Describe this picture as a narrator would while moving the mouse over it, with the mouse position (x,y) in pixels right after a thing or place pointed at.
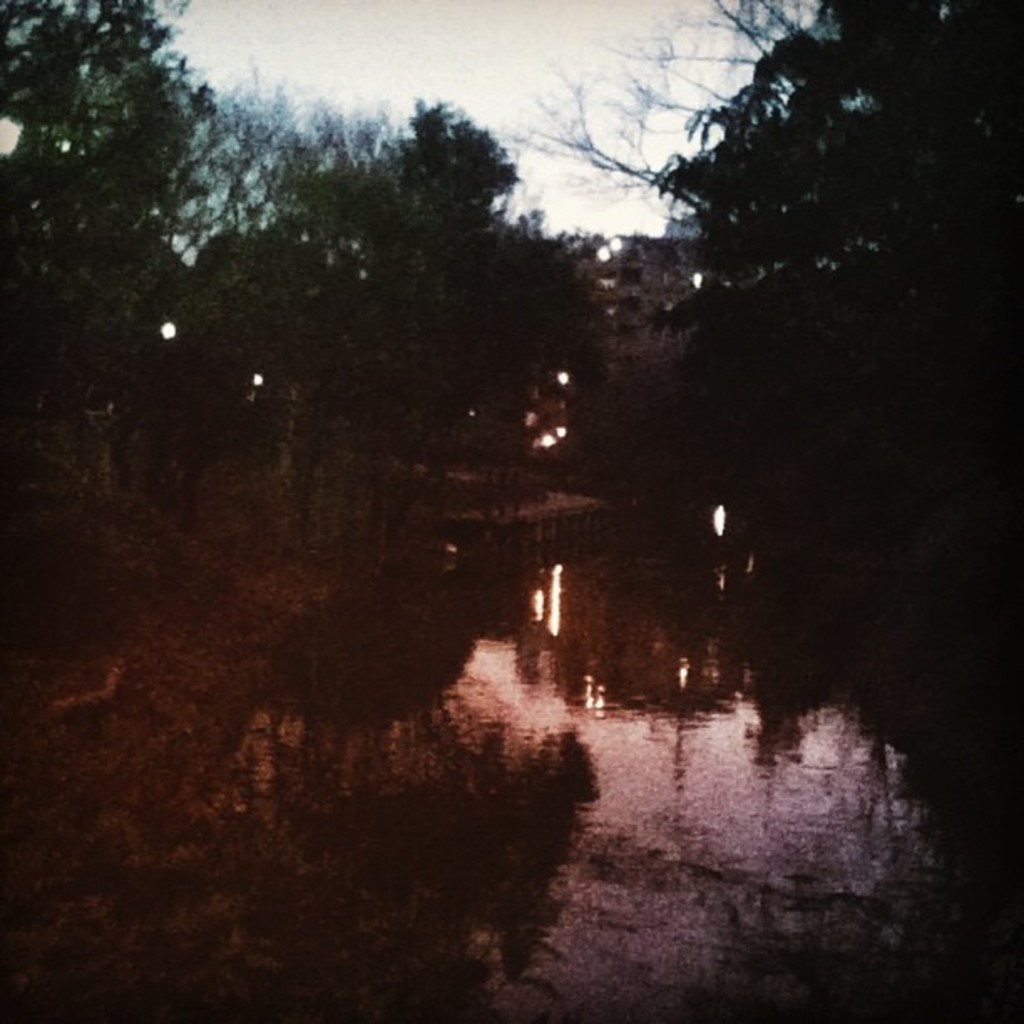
In this image, we can see a lake (650,596). There are trees (343,423) in the middle of the image (400,455). There is a sky (524,188) at the top of the image (503,43).
